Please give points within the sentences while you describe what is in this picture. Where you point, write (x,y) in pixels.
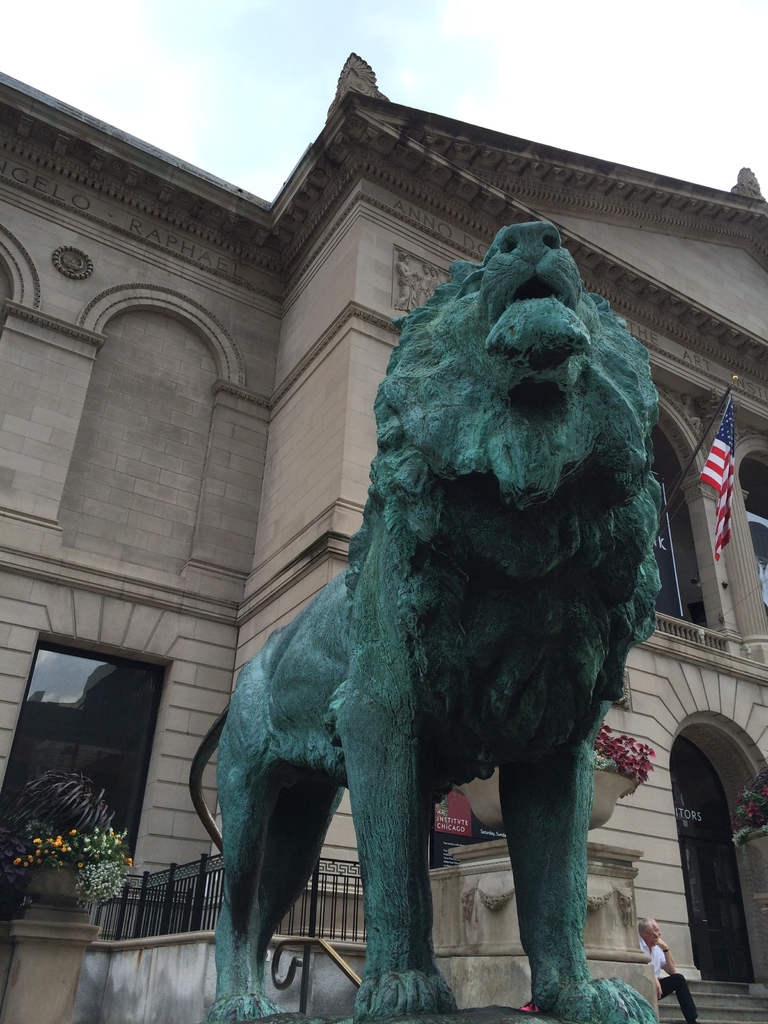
In this image, we can see a person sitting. We can see a statue (526,888). We can see a building (249,397). We can see some stairs (744,1006), the fence (176,892) and some plants (102,889). We can also see the sky (452,39) and a flag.
